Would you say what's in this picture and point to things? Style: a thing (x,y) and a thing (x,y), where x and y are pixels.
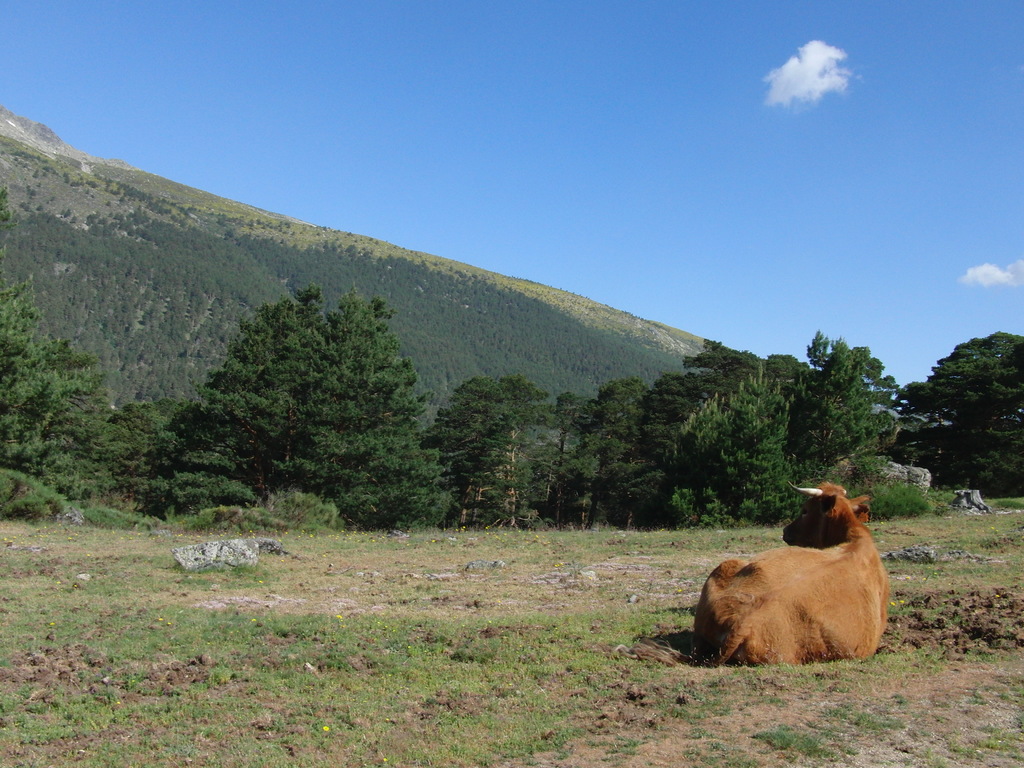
In this picture I can see a cow (817,572) and few trees (383,338) and a hill (415,261) and I can see few rocks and a blue cloudy sky (551,183).
